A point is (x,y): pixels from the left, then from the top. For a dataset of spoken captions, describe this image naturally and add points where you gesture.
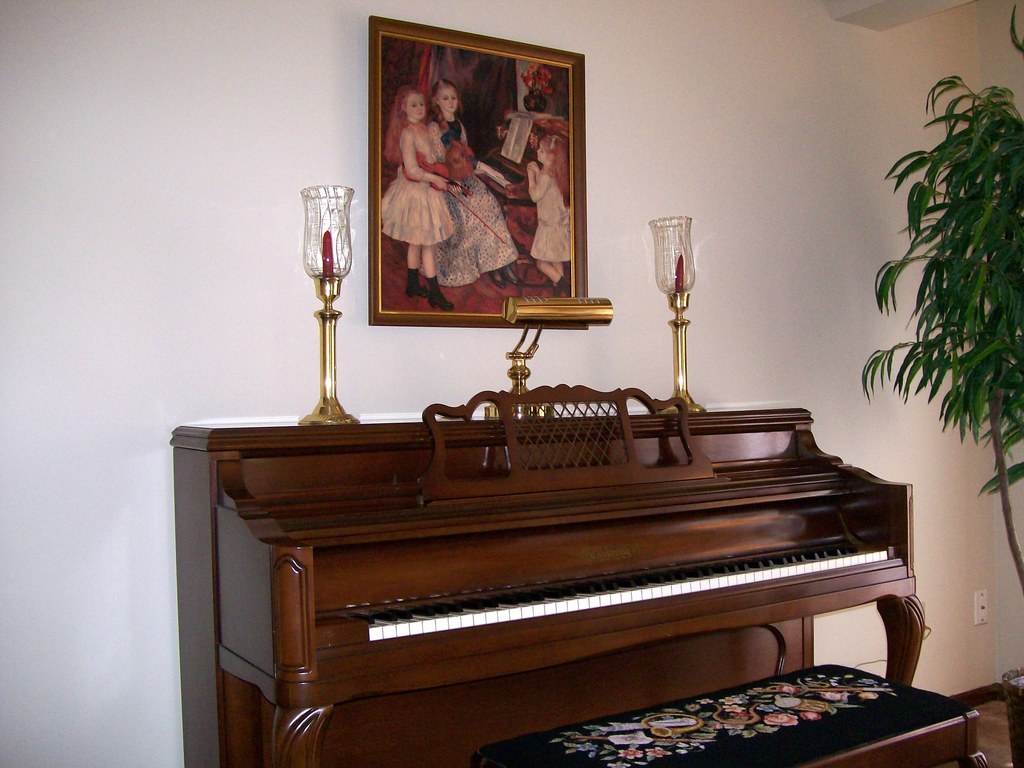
There is a piano table (570,617). In front of the table (679,609) there is a bench (761,750). To the right corner (998,214) there is a plant (992,305). On the table (613,398) there are two lamps (329,293). And on the wall (311,291) there is a frame (521,286).
